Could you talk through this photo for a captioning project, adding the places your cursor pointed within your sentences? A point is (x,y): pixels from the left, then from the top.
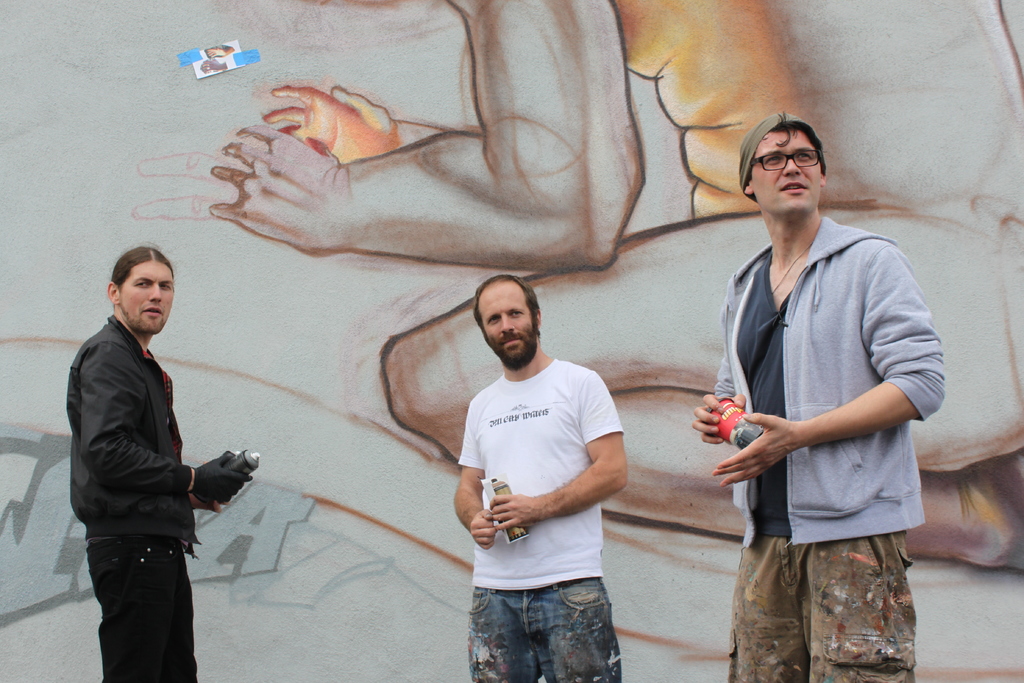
In the image we can see there are people (545,545) standing and they are holding paint spray bottles (516,530) in their hand (739,456). Behind there is a graffiti (712,208) on the wall (589,249).
